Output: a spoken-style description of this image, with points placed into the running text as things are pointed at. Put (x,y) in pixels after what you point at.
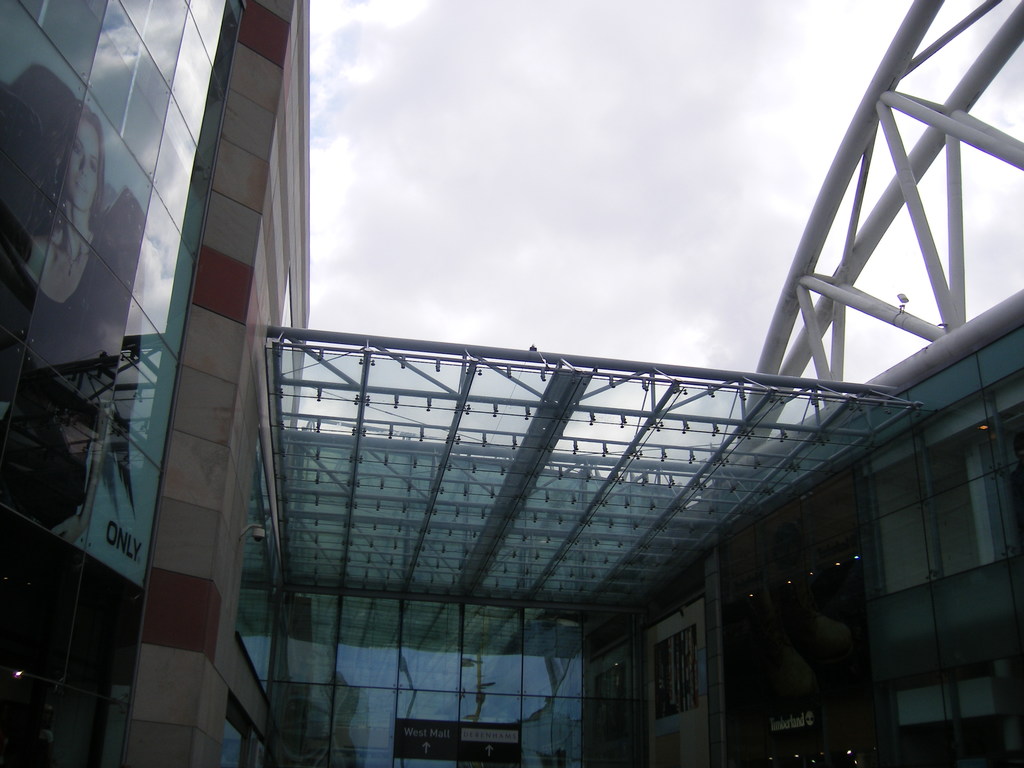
In this picture there are buildings (927,714) on the right (999,719) and left side of the image (132,284) and there is a poster (121,219) on the left side of the image (138,367) and there is a roof (294,410) in the center of the image (533,401).
